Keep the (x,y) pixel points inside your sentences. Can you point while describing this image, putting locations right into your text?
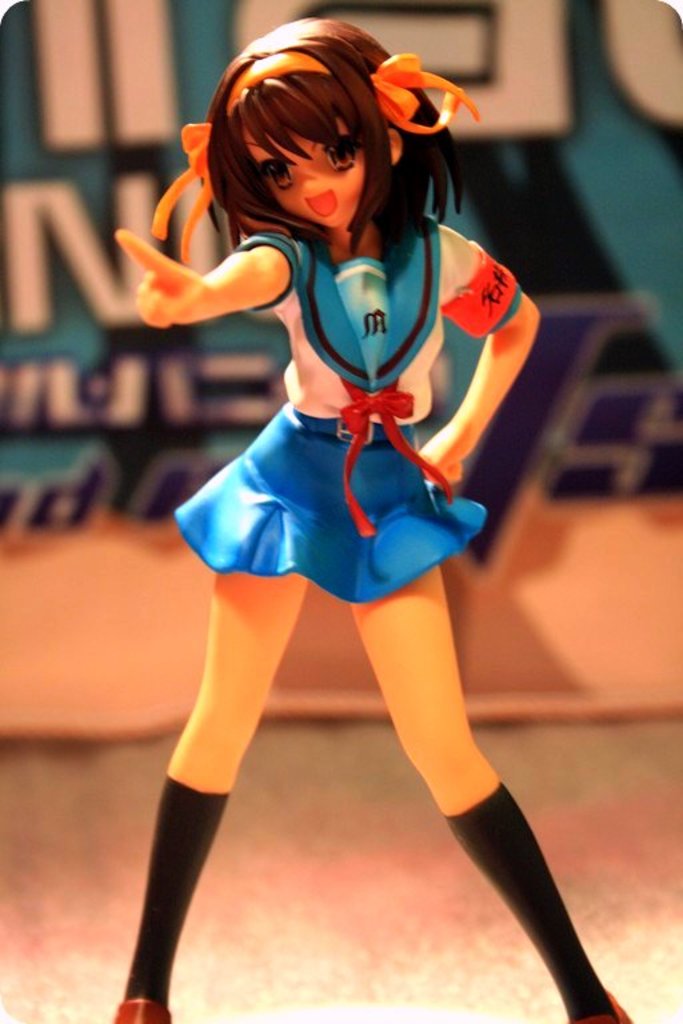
In this picture we can see a toy (354,420).
